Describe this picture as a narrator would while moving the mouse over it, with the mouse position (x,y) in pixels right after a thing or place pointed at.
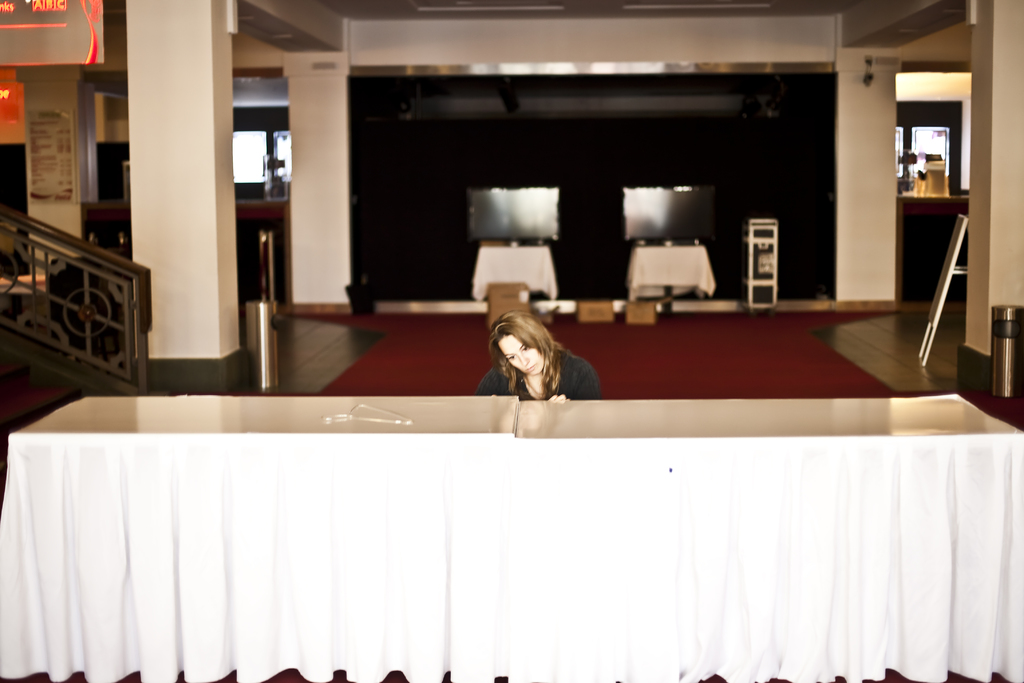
In this image i can see a woman (503,354) in front of a table (629,449). I can also see there is a red carpet (621,344) on the floor (635,341).
